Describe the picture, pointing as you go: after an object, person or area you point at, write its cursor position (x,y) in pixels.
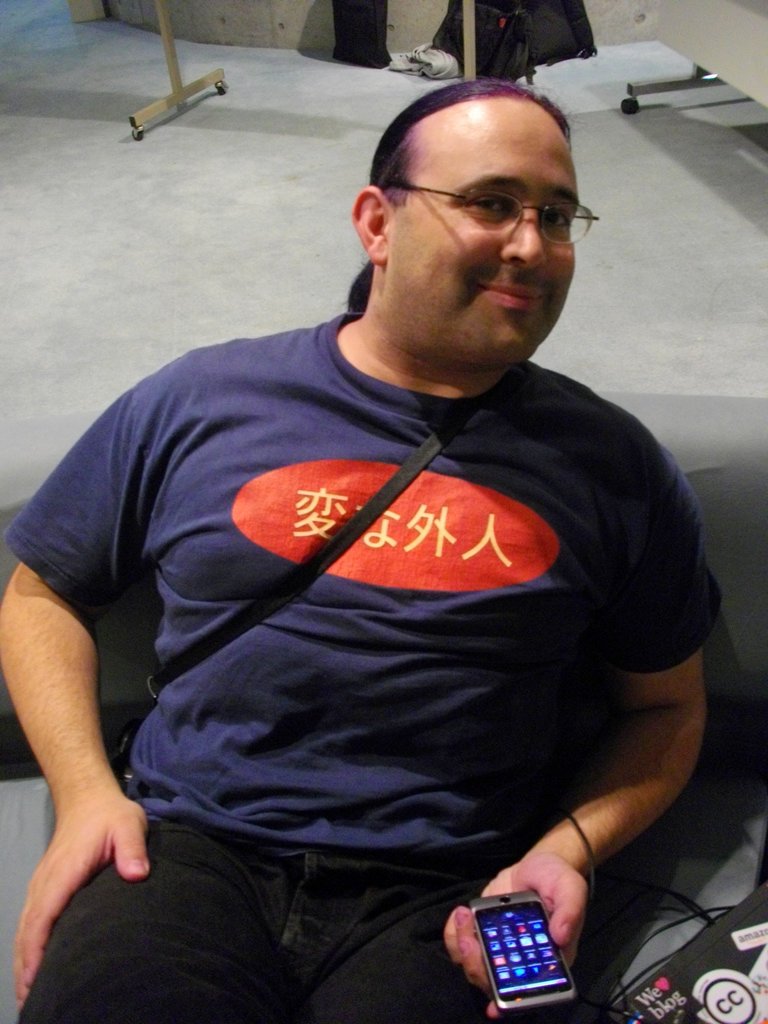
In this image there is a man (457,683) who is sitting and holding the mobile (519,946) with his hand (568,881).
